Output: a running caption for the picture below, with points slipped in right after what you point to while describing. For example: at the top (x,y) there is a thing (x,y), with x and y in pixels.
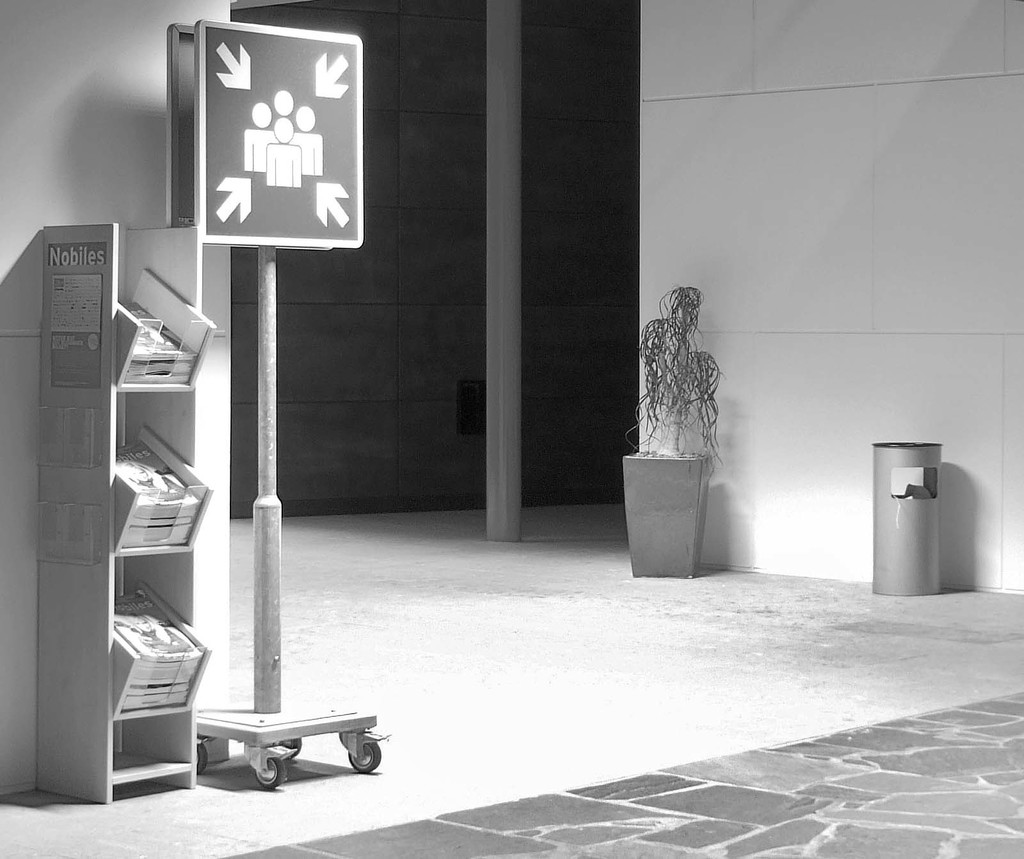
In this image there is a board (255,228). There are books (169,471) on the rack (135,384). There is a flower pot (653,490) and a trash can (874,508). There is a pole (492,415). There is a wall (484,323). At the bottom of the image (741,745) there is a floor (688,756).
